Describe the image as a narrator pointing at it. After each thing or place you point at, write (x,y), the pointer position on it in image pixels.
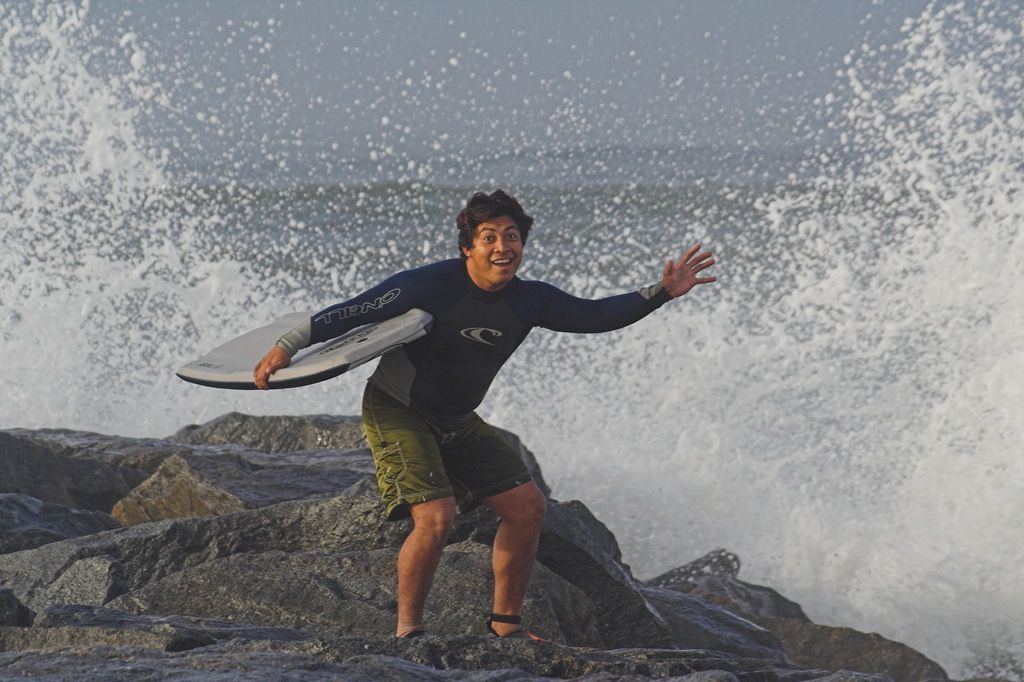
In this picture there is a man (480,369) standing and smiling and he is holding surfing board (374,330). At the back (748,223) there is a water (454,187), at the top (477,64) there is a sky (513,49), at the bottom (259,615) there is a rock (309,553).
